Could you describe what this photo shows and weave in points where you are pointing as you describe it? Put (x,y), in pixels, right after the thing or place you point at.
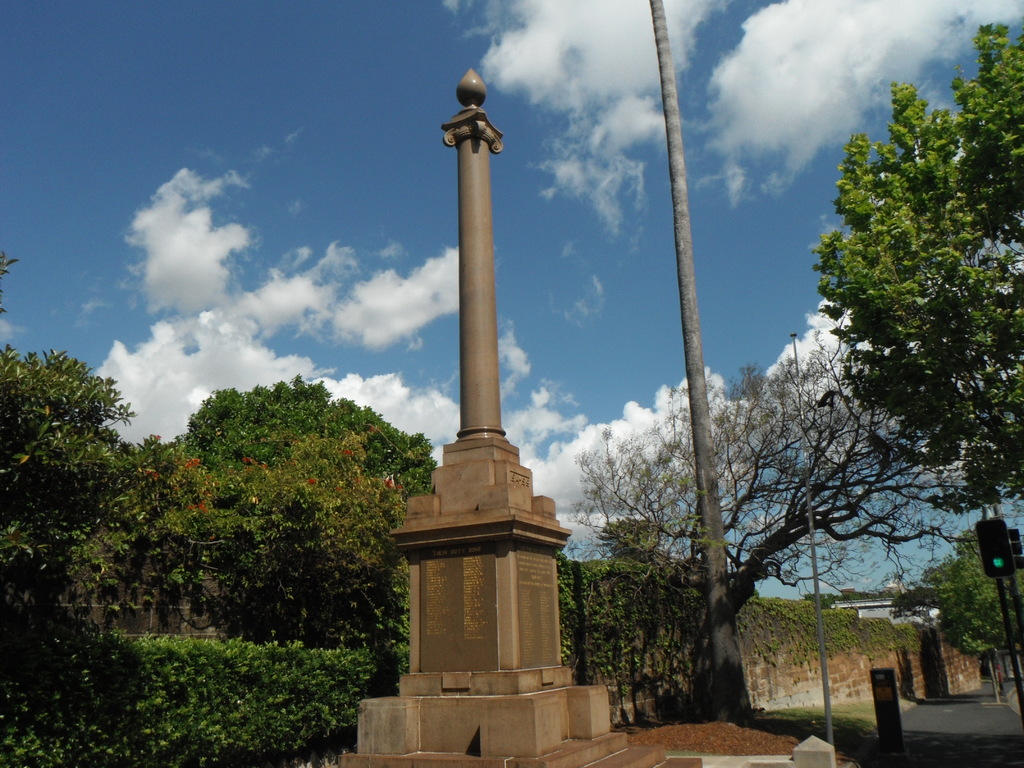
In front of the picture, we see a monument (479,625). Behind that, we see a pole (697,352). There are trees (216,563) and buildings (892,603) in the background (712,642). In the right bottom of the picture (953,732), we see the road (956,720) and traffic signals (989,532). At the top of the picture (333,117), we see the sky (300,65) and the clouds (515,363).
